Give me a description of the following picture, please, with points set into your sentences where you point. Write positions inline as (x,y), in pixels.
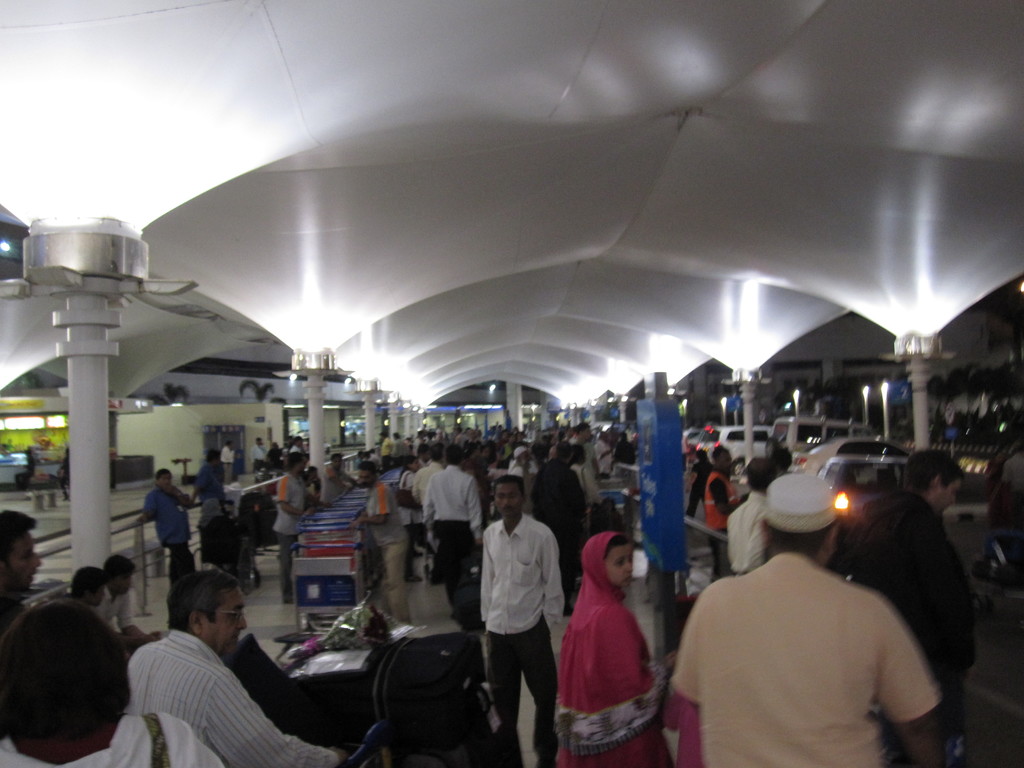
In this picture we can see many people (227,628) standing with their luggage (421,727) under a white roof (483,333). On the right side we have vehicles (766,449) on the road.
